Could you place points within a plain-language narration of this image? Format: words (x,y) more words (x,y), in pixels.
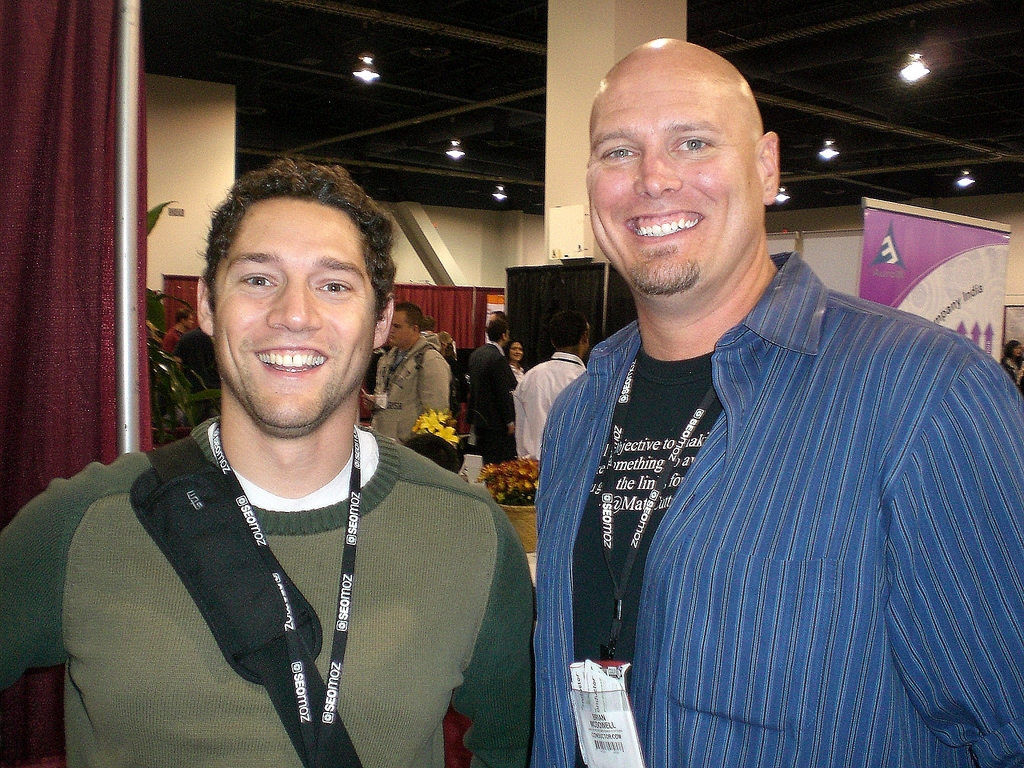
In this image there are two men (587,440) standing towards the bottom of the image (247,526), they are wearing an identity cards (237,490), there are a group of persons (487,351) standing, there is a curtain (49,320) towards the left of the image (29,319), there is a metal rod (134,263), there is a board (899,278) towards the right of the image (927,275), there is text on the board (953,250), there is a pillar (562,66) towards the top of the image (574,80), there is a wall (466,243), there is a roof (448,55) towards the top of the image (377,75), there are lights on the roof (754,43), there is a photo frame (1014,316) towards the right of the image (1010,307).
